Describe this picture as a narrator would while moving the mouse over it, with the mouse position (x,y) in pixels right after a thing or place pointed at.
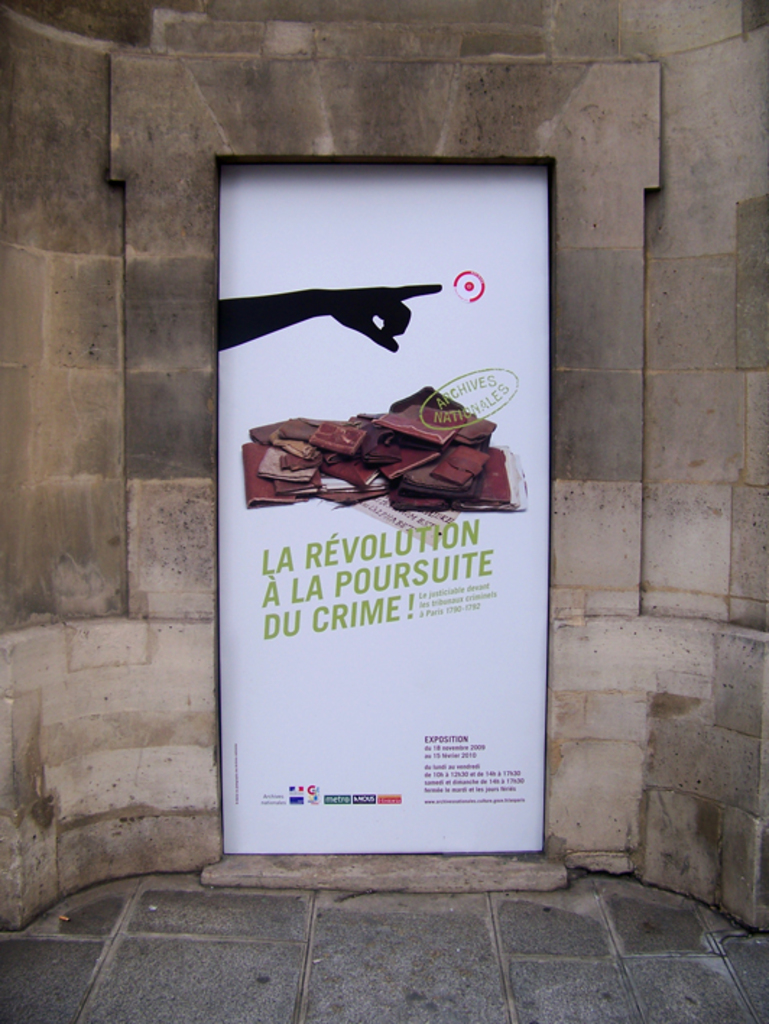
In this image, we can see a white color poster (285,368), on that poster (490,327) we can see a hand (382,337) of a person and we can see a wall (103,335).
